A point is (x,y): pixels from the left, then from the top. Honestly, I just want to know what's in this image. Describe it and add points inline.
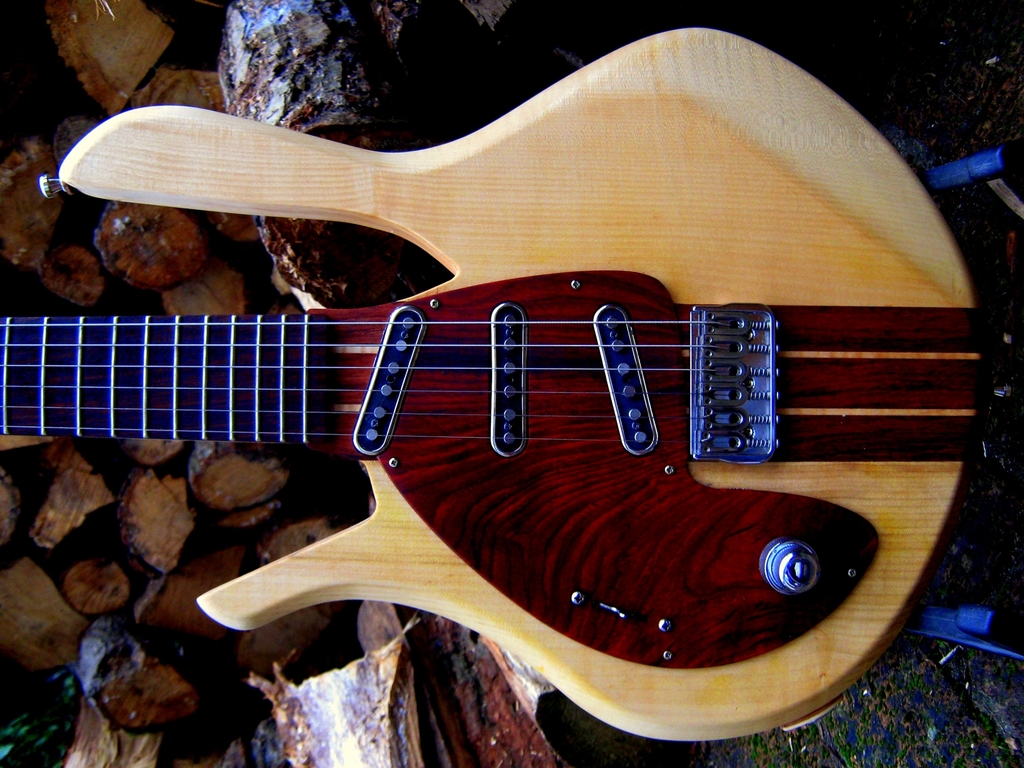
There is a guitar (531,414) kept on the floor (894,714) in this image. At the left side (103,202) there are pieces of woods (165,510).
